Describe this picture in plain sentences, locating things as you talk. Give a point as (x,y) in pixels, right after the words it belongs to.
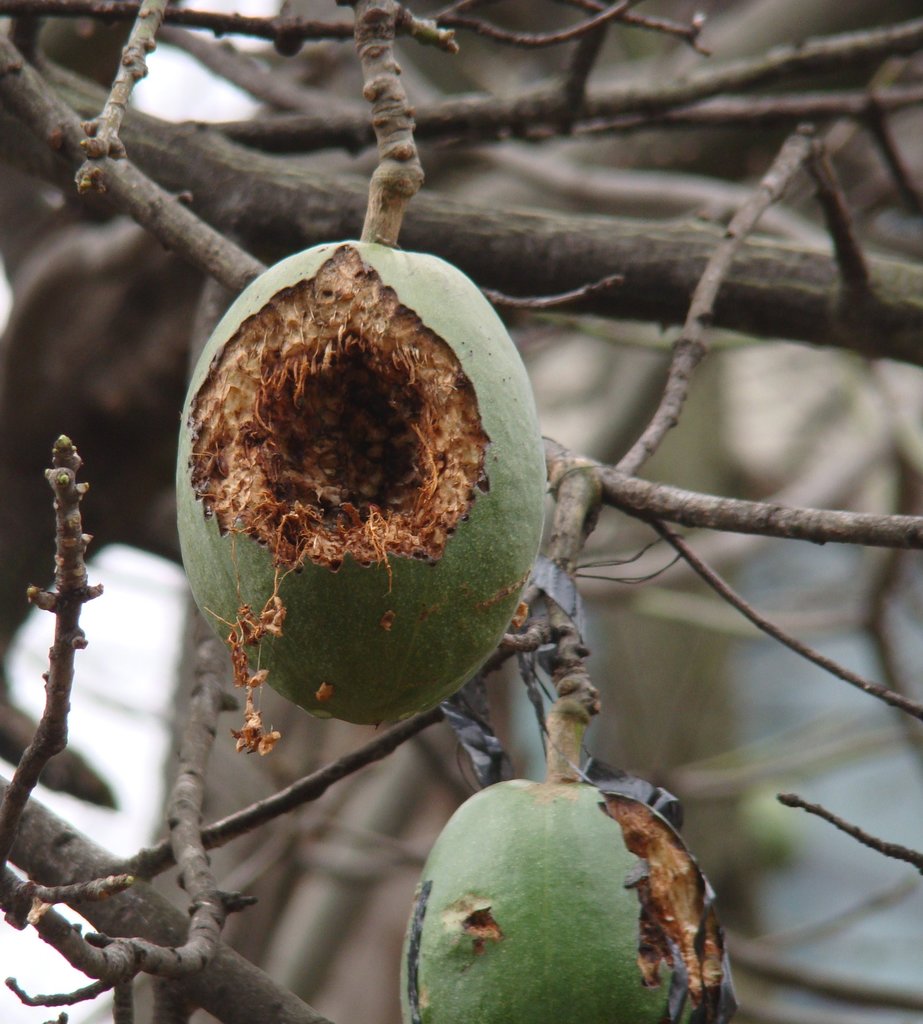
In this image, we can see some trees (530,631) with fruits (446,869).
